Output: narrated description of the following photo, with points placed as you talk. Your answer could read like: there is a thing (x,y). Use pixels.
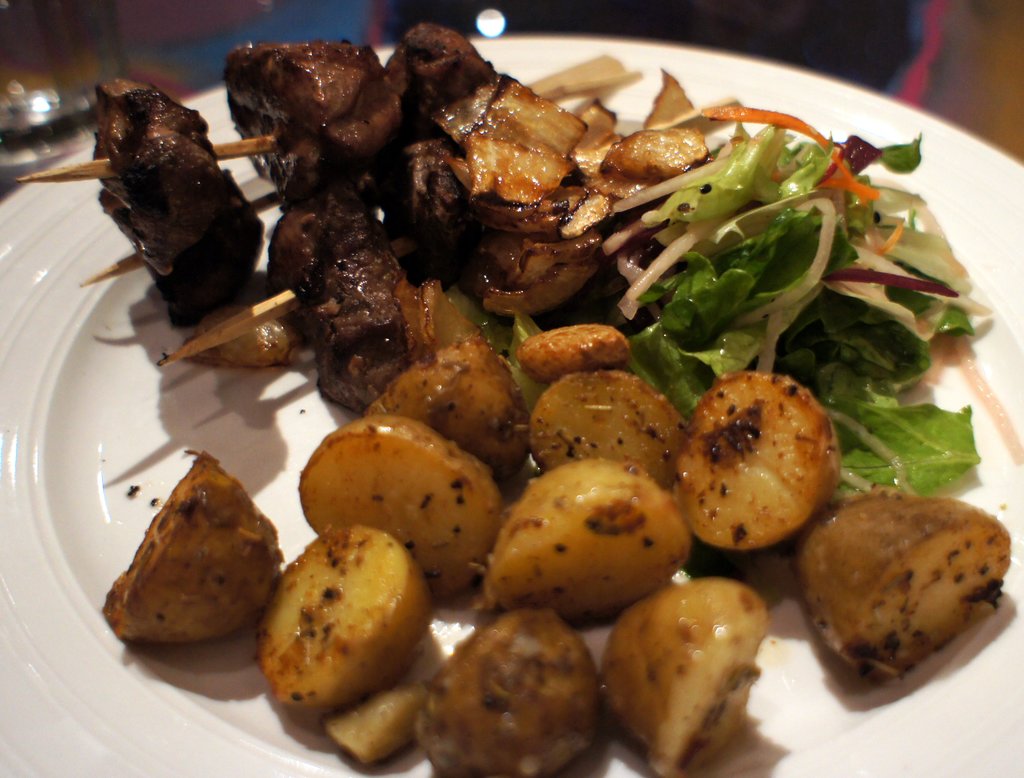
In this picture we can see food (657,347) in the plate (73,346).
